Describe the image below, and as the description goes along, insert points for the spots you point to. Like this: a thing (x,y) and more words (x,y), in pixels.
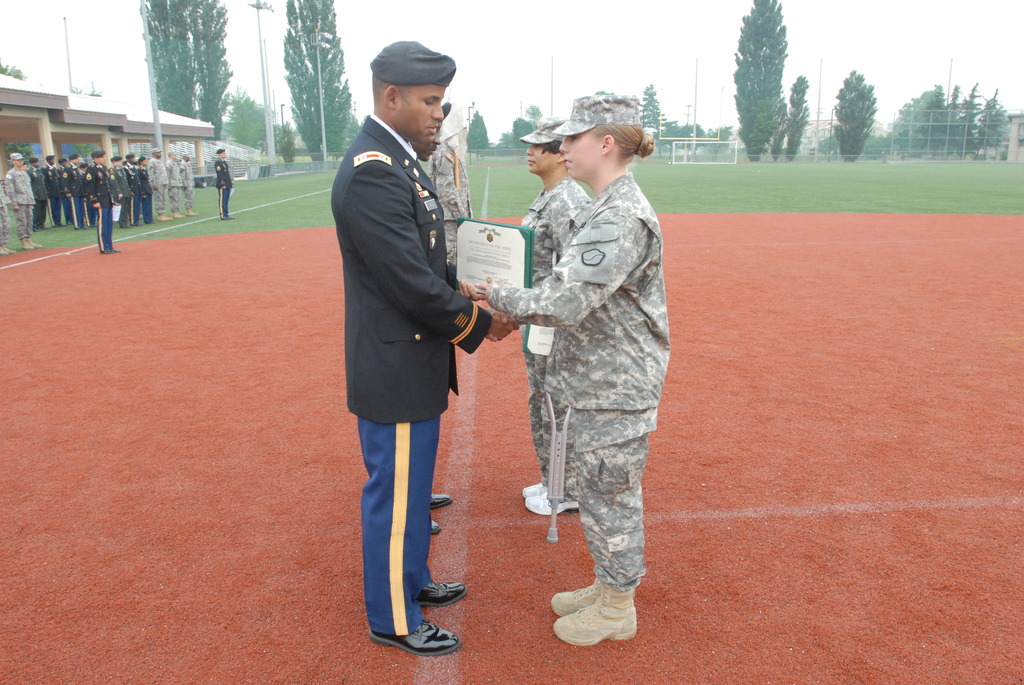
In this image I can see group of people (389,334) are standing. These people (371,323) are wearing uniforms (468,315). Here I can see these people (519,321) are holding something in hands (483,288). In the background (328,104) I can see poles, the grass (528,177), trees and the sky (557,50). I can also see a building (119,135), fence (933,132) and some other objects (194,156) on the ground (92,448).
